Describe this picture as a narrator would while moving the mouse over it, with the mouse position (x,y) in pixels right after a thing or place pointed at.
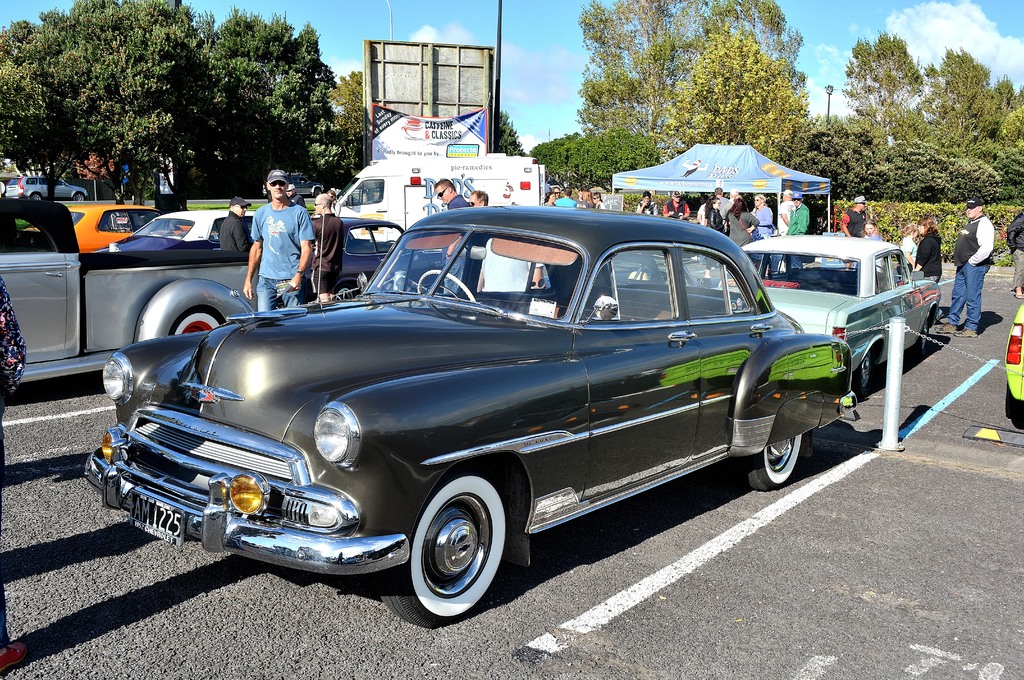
In this picture there is a car (336,389) in the center of the image (573,393) and there are other cars (158,222) and people (233,213) in the background area of the image (222,293) and there is a stall (749,145), poster (469,129), and trees (61,85) in the background area of the image (286,111), there are poles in the image.
